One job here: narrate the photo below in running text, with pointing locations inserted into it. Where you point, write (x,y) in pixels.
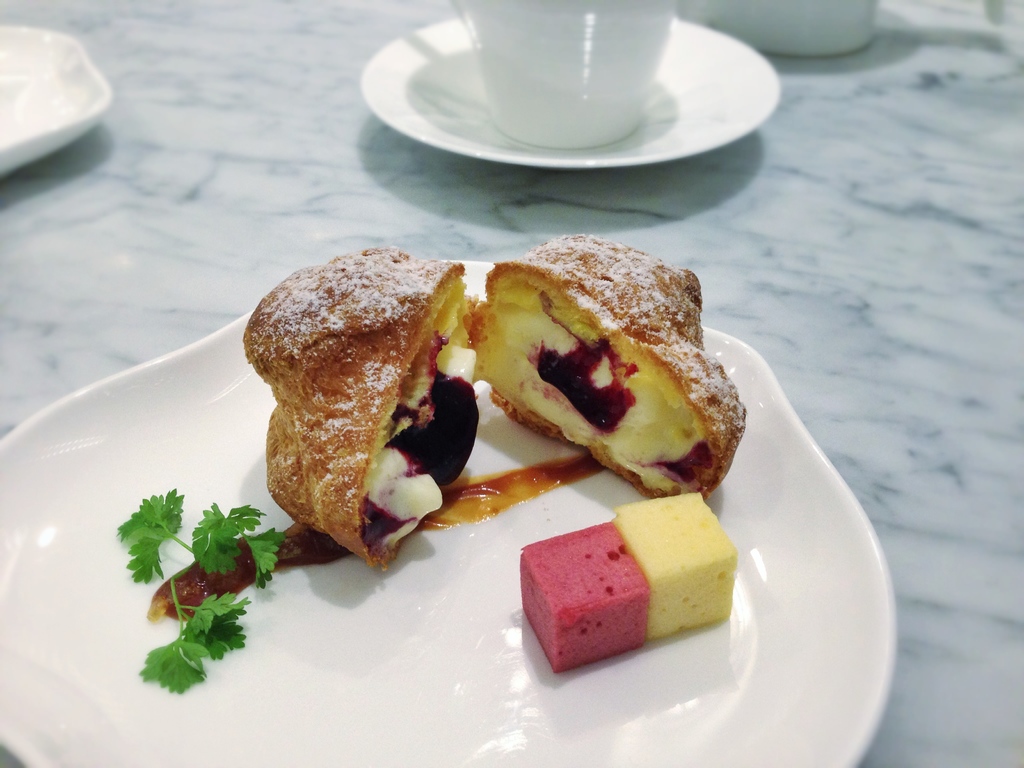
Here I can see a plate (778,513) which consists of some food items (281,423) on it and also there is a cup (635,89) saucer (700,97) and two bowls (769,27). These are placed on a marble (830,218).
